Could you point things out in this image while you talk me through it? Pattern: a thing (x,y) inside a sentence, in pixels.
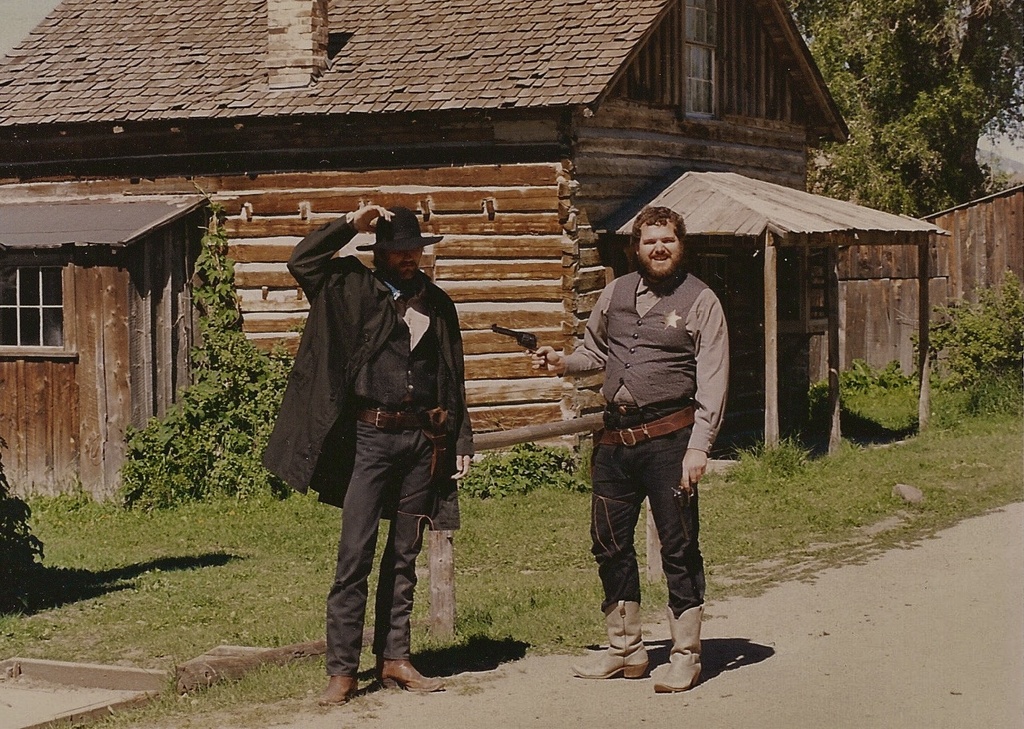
In this image we can see two men (619,457) are standing on the road (543,726). One man (361,384) is wearing black color jacket (347,348) and jeans (391,475). And the other one is wearing shirt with black color jeans (630,548). Behind them house (565,103), plant (1008,317), grassy land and tree (847,148) is there.
